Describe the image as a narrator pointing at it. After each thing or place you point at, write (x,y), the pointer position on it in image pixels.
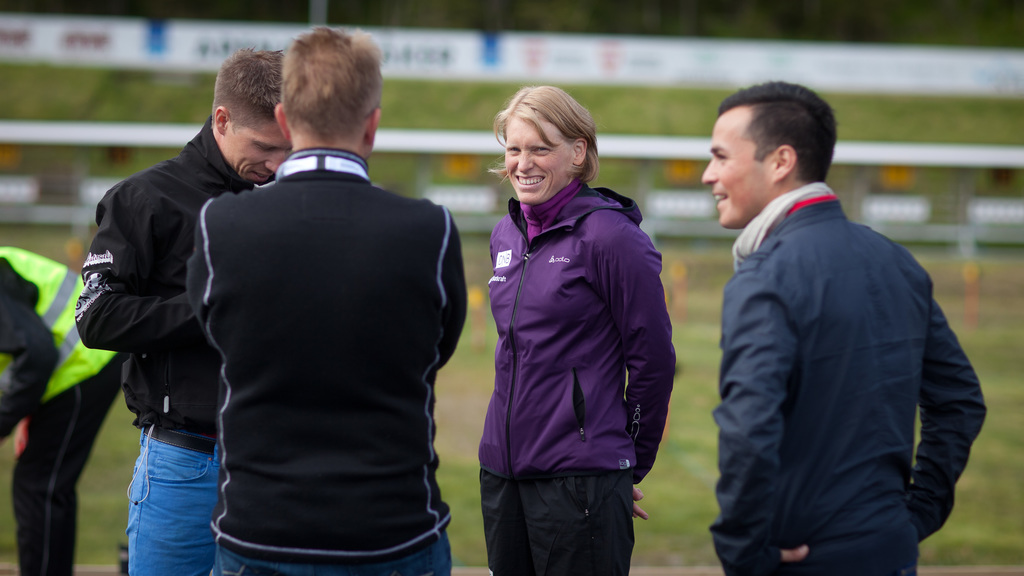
In this image I can see the group of people (353,453) standing and wearing the different color dresses (409,451). I can see these people (363,357) are standing on the ground (446,423). In the background (615,55) I can see many boards (595,50) and trees (556,28). But the background (629,42) is blurred.
